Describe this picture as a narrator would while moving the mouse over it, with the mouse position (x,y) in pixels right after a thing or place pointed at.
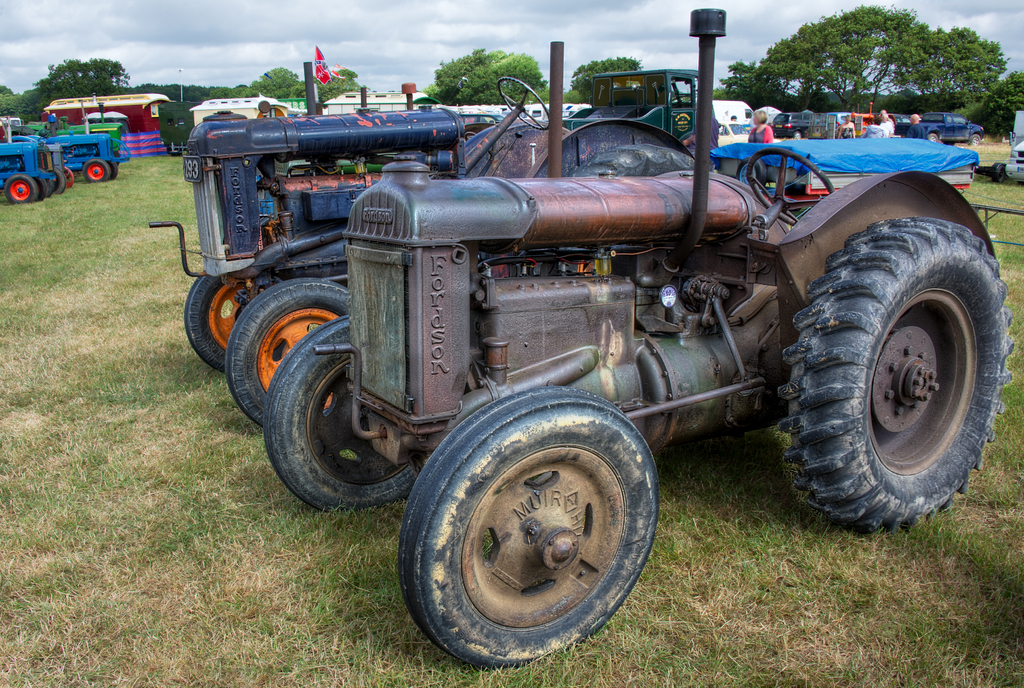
On the right side (899,259), there are tractors (872,241) parked on the grass (1009,297) on the ground (195,230). In the background (682,78), there are vehicles (961,117), persons (845,119), trees (863,77) and there are clouds (446,16) in the sky (243,16).
